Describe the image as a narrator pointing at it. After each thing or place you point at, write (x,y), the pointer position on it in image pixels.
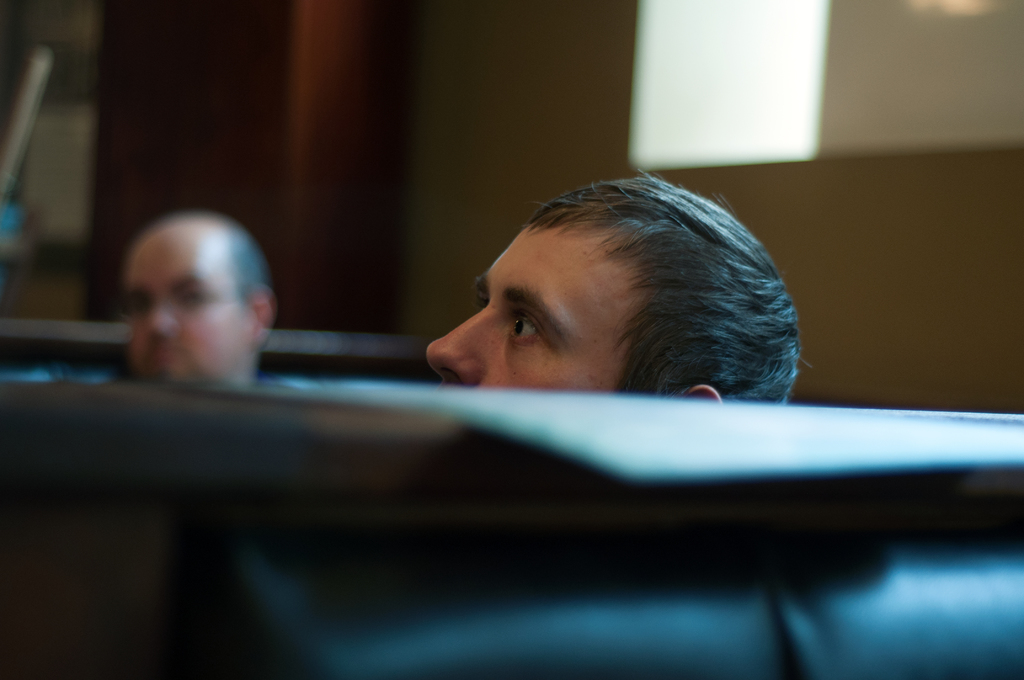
In the center of this picture (590,282) we can see the two persons (582,290) and some other objects (299,370). In the background (235,120) we can see some other objects (857,131).
